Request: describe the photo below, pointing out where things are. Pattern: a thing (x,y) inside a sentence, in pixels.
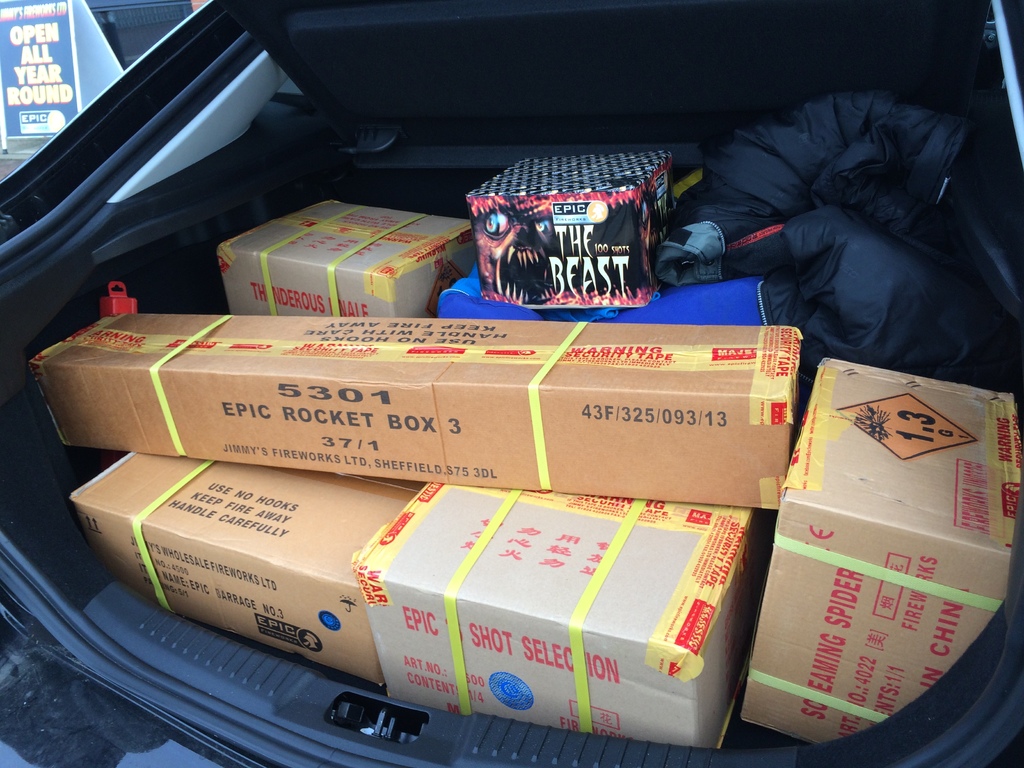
There is a vehicle (181,693) which is having a dickey (857,53). In which, there are boxes (441,337) arranged and a black color jacket (852,231). In the background (26,108), there is a hoarding (2,102).
